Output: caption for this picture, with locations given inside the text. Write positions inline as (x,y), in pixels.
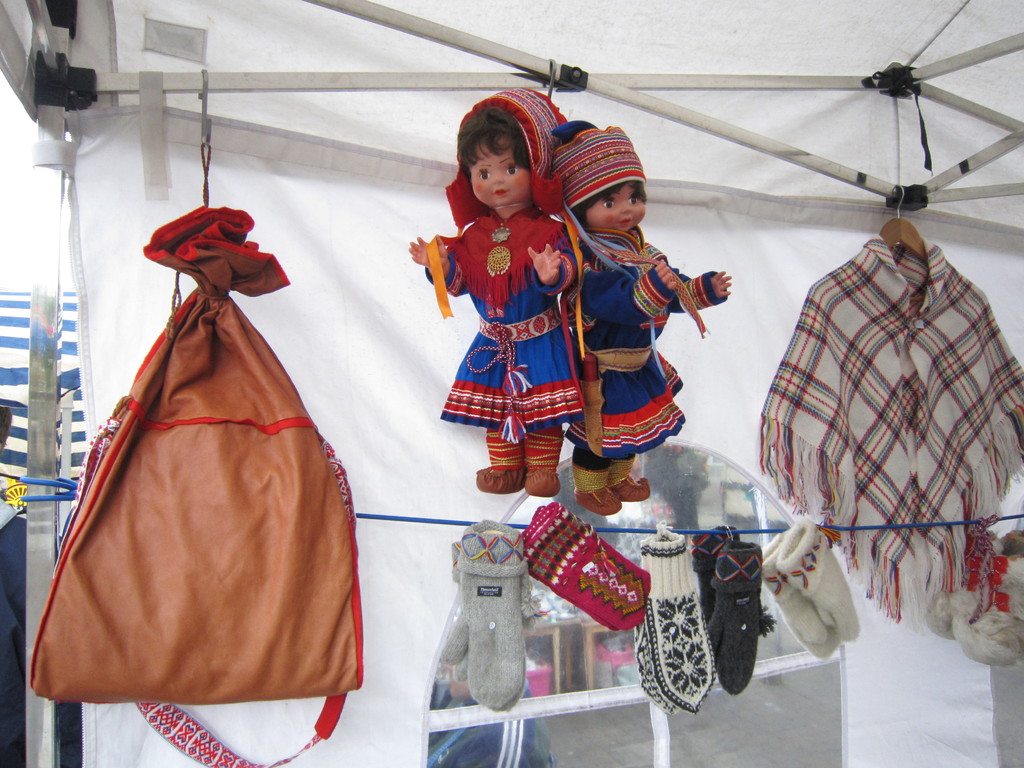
In this image i can see 2 dolls (540,269), a bag (282,427), a cloth (861,413) and few mittens (968,590) hanged to the rope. In the background (316,291) i can see the tent (704,175), few metal rods (877,183) and the sky (10,131).
